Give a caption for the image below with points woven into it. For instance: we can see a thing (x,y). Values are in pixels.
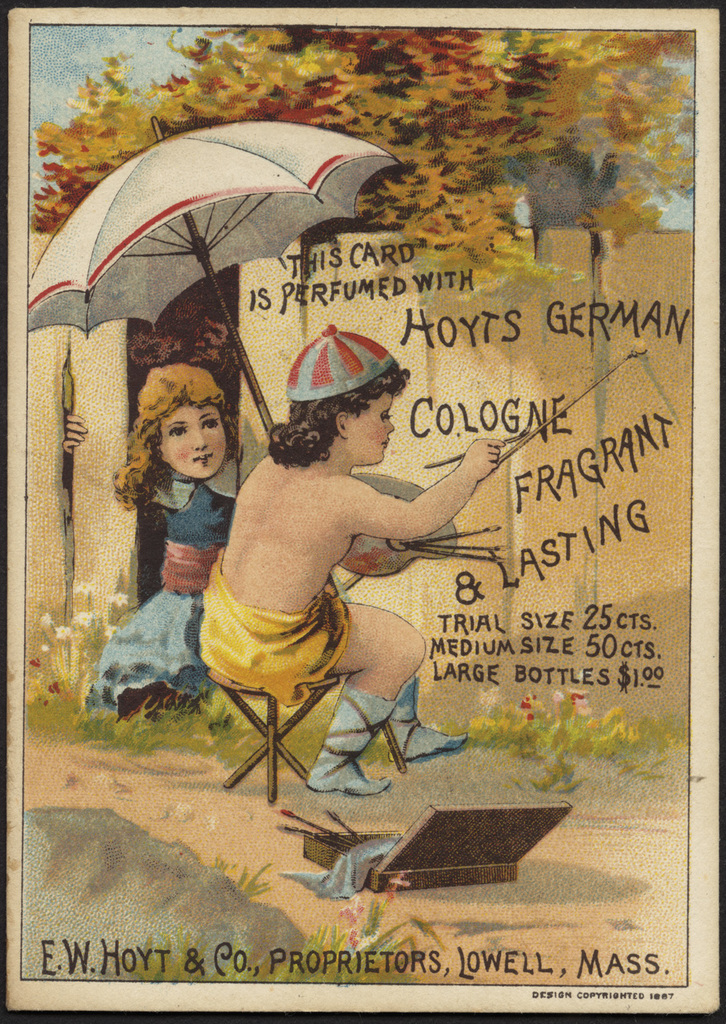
In this image, we can see depiction of person (276,483) under umbrella (289,220) writing something on the wooden wall (578,356). There is an another person (156,422) on the left side of the image (166,491) wearing clothes (181,571). There is a branch (425,113) at the top of the image (492,76). There is a box (420,880) and some text (165,952) at the bottom of the image (509,823).
